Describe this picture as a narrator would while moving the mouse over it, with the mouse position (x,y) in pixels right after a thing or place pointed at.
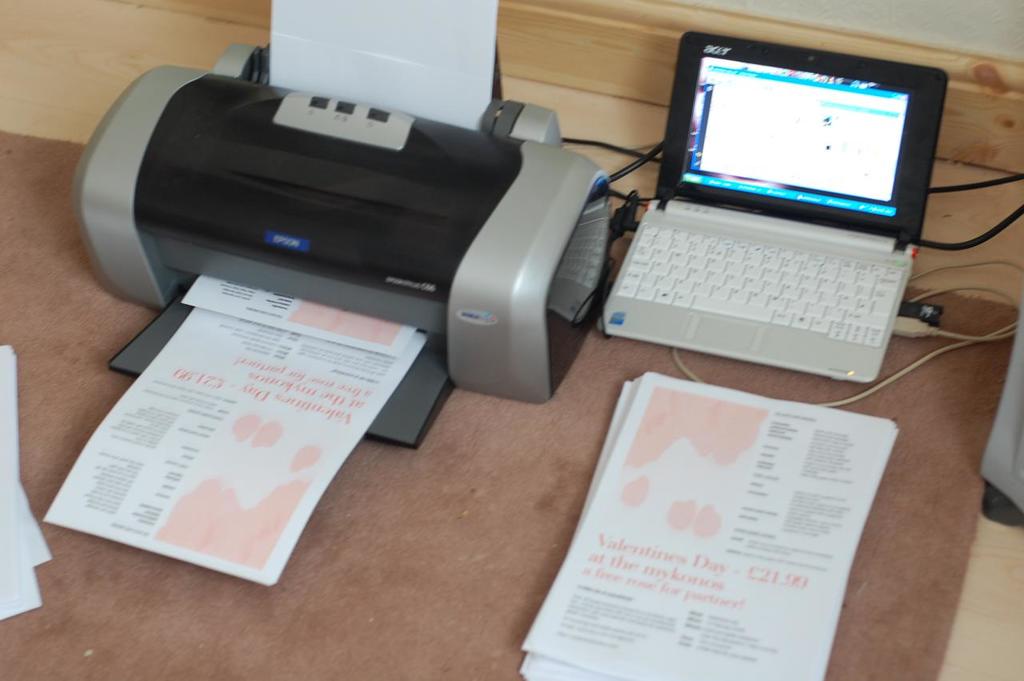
On the right side (710,70) there is a laptop (710,70), on the left side (207,187) there is a printing machine (400,281).
